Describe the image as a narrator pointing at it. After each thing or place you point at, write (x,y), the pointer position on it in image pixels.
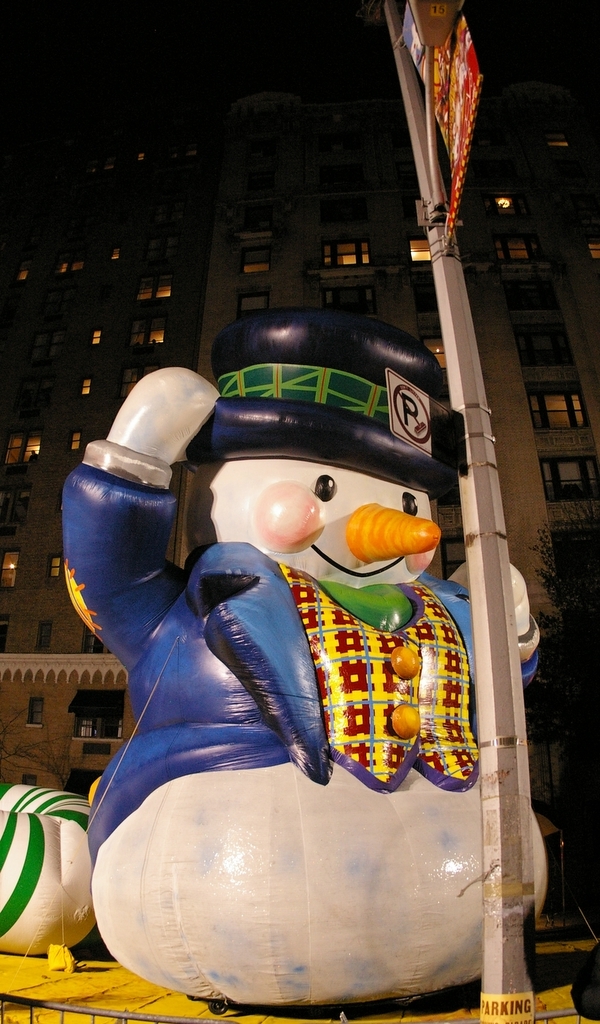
Here I can see a balloon toy (223,643) which is placed on a yellow tarp (88,999). In front of this there is a pole (481,500). In the background (322,258), I can see a building (148,274) along with the windows (139,298).
